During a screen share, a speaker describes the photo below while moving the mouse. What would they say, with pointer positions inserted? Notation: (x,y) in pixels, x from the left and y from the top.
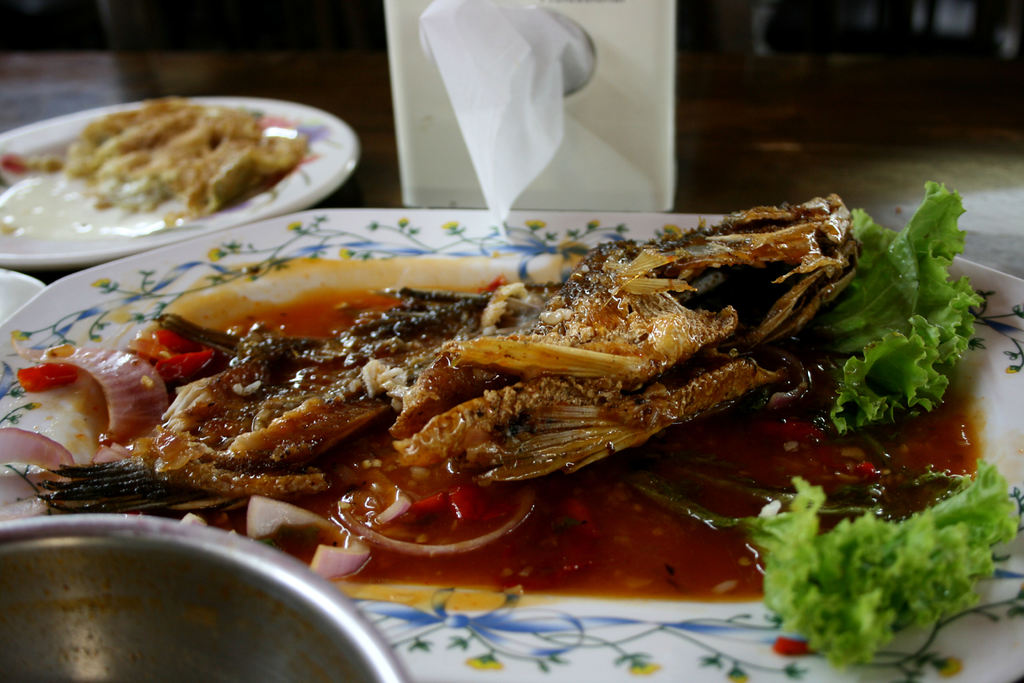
In this image I can see food items (533,322) in the plate (400,253).
